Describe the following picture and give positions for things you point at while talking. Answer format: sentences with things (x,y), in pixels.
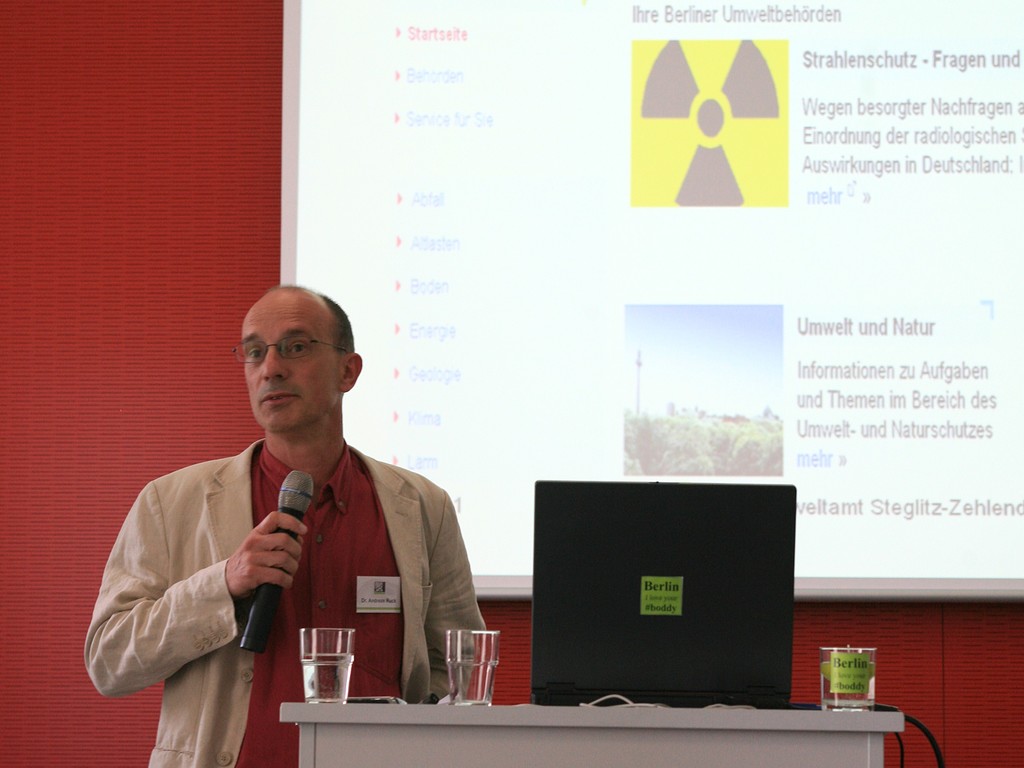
In this image we can see a person (237,480) holding a mike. We can also see podium (515,716), glasses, screen (650,299) with some text (1005,171) and the electronic gadget (702,576).
